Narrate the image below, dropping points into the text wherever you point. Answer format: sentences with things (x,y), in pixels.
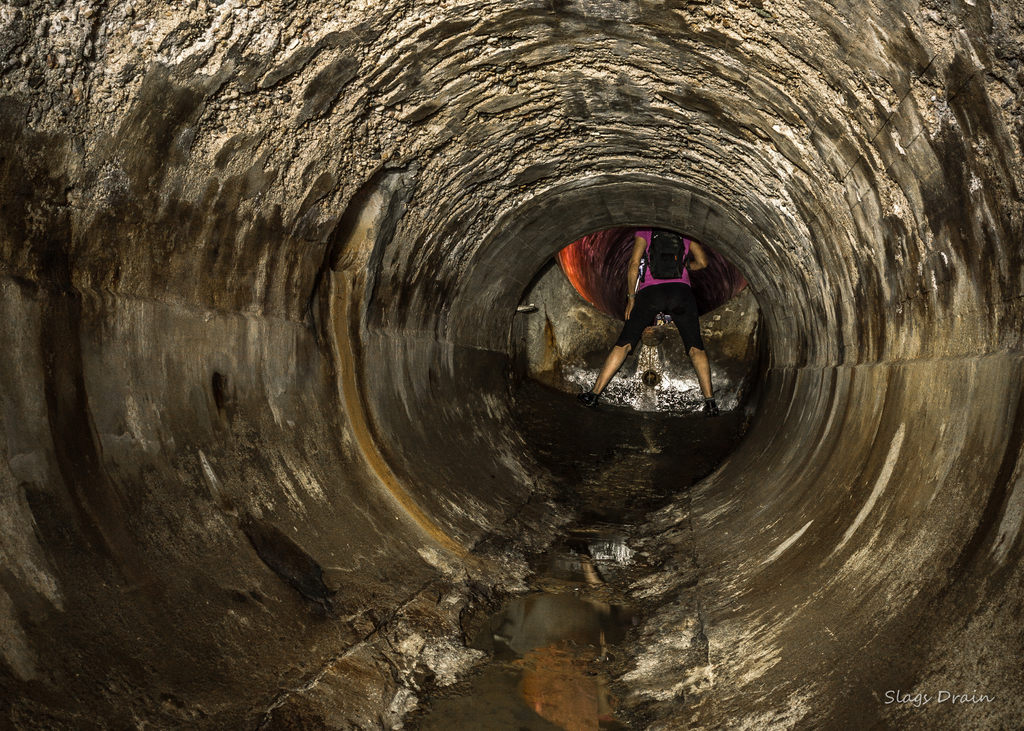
In the image we can see a person (653,304) standing, wearing clothes (667,305) and shoes (585,392), and the person (635,288) is hanging a bag (654,268) on the back (647,281). This is a watermark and the water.
